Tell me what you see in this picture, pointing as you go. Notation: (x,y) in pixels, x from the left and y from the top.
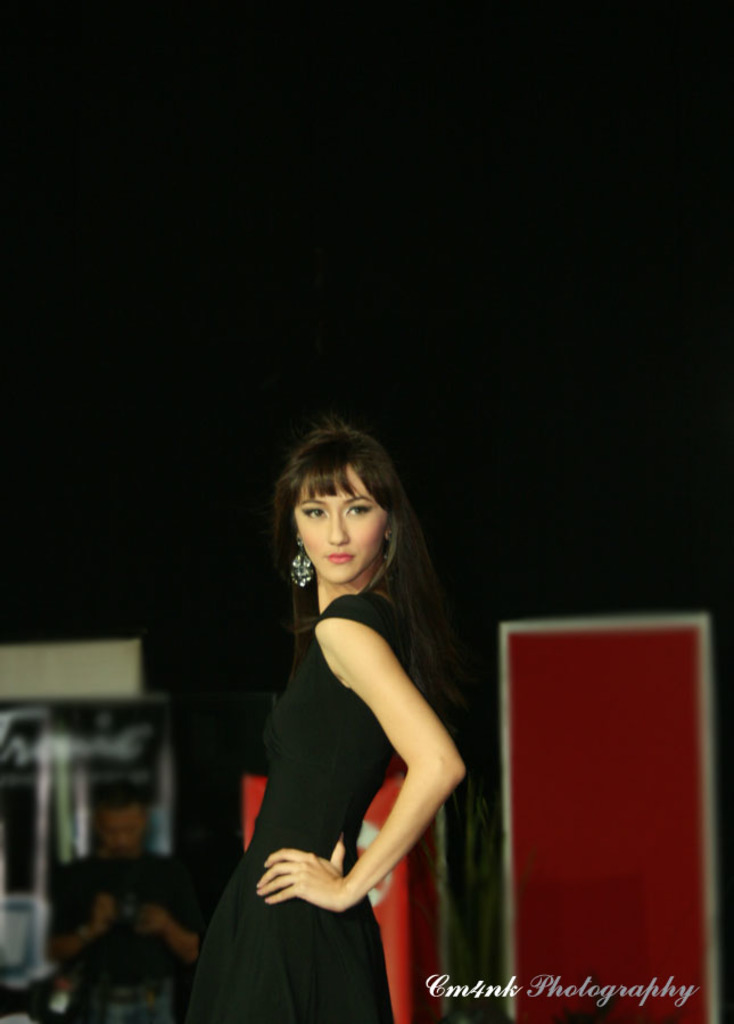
In this picture we can see a woman (403,517) standing and posing. There is a watermark (460,996). We can see a person (74,933) holding an object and standing in the background (137,966).
